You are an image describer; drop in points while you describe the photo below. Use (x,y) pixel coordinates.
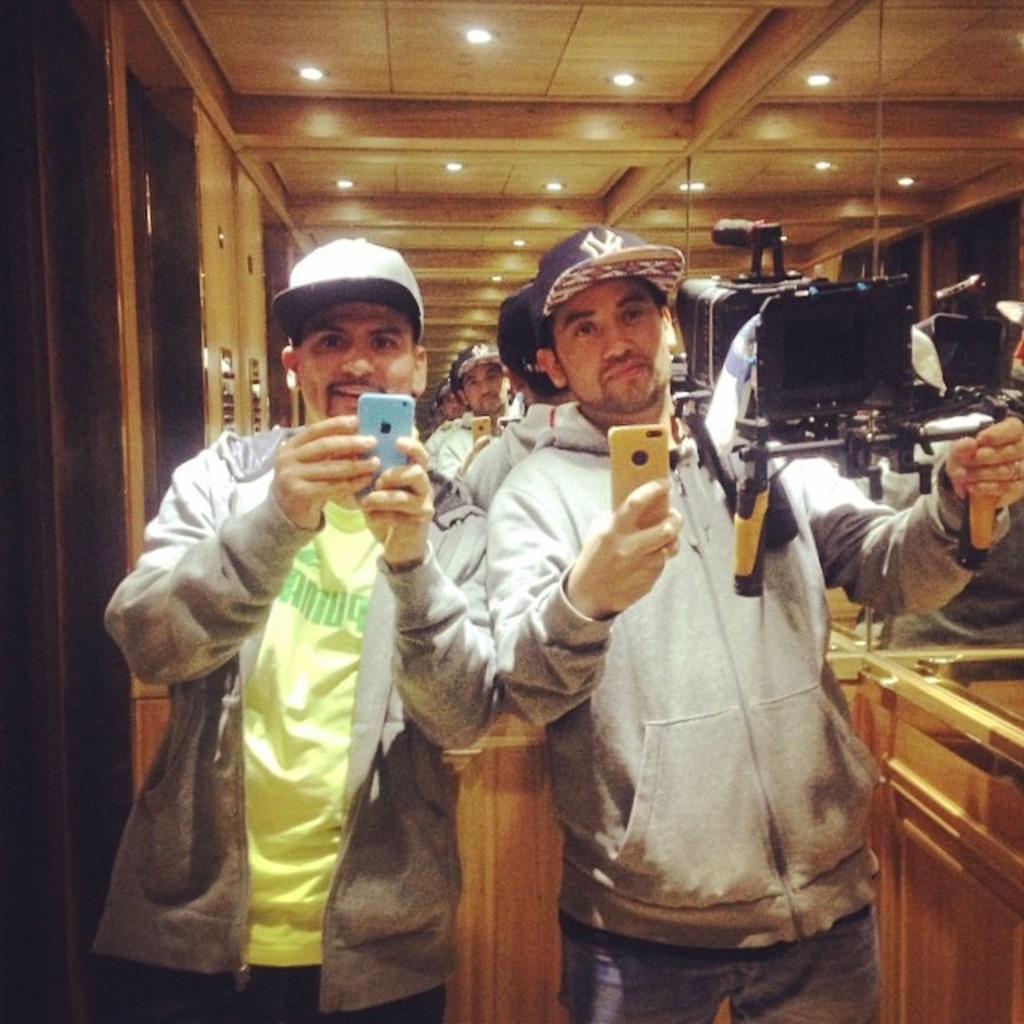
Here I can see two men (610,742) wearing jackets (457,630), caps (293,318) on the heads (579,305), holding mobiles (372,408) and taking a picture in the mirror (730,160). The man (620,396) who is on the right side (695,434) is holding a camera (857,438). At the top of the image (576,69) there are few lights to the ceiling (755,52).
